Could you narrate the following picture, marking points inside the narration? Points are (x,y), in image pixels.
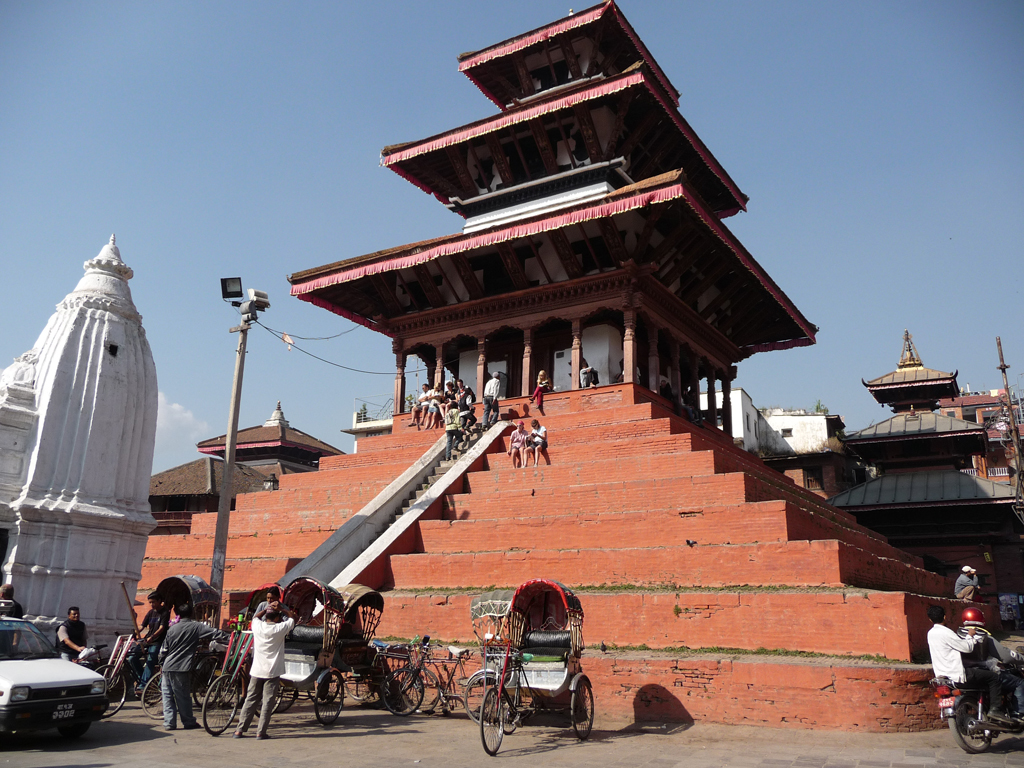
In this image we can see a building (529,562) with pillars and some people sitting on the stairs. We can also see some people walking upstairs. On the bottom of the image (495,655) we can see some rickshaws (555,642), a car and a motor vehicle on the road (551,728). We can also see some people (165,712) standing. On the left side (256,300) we can see a temple (131,363) and a pole (229,500) with lights (252,312) and wires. On the right side (941,485) we can see some buildings (955,464) and the sky (830,315) which looks clear.
